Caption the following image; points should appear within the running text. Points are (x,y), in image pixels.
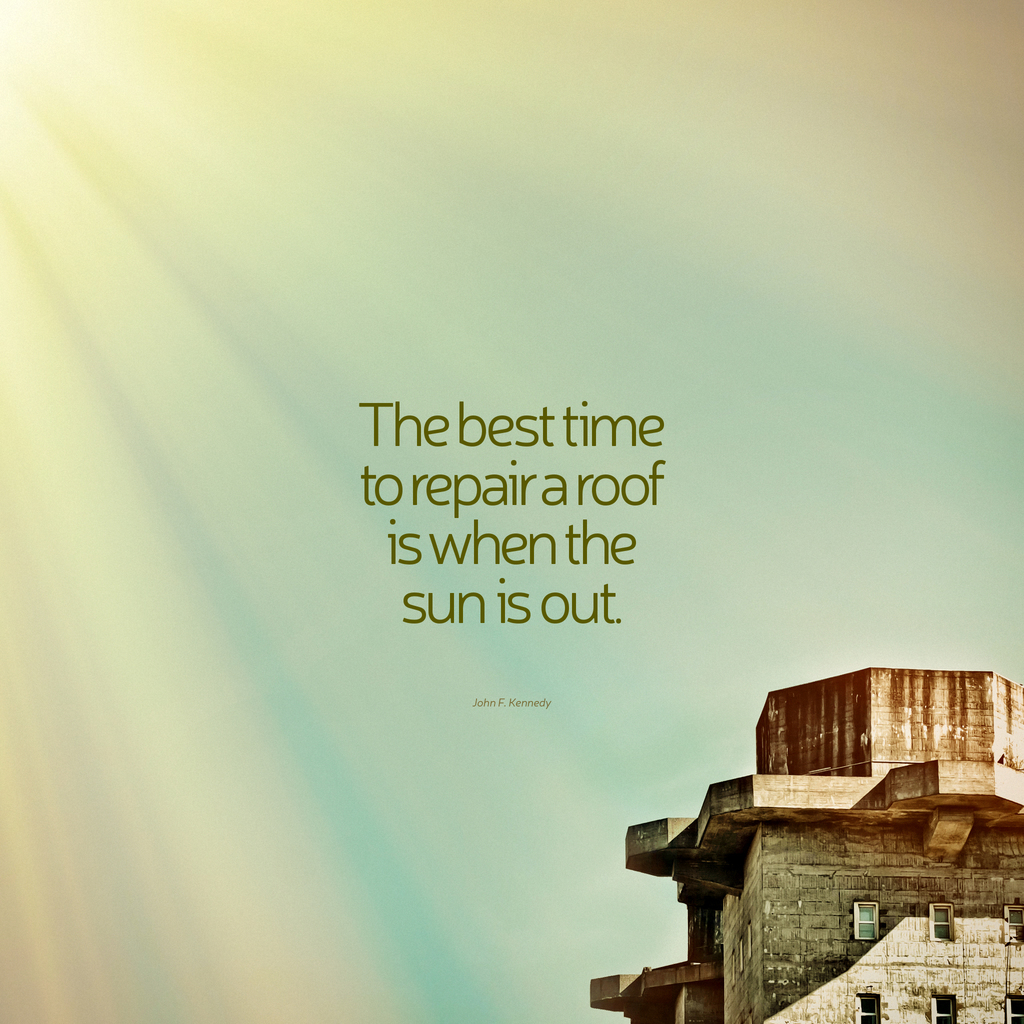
In this image I can see a building (770,993) in brown and gray color. Background (822,612) I can see the sky (173,663) in blue and white color and I can see something written on the image.
